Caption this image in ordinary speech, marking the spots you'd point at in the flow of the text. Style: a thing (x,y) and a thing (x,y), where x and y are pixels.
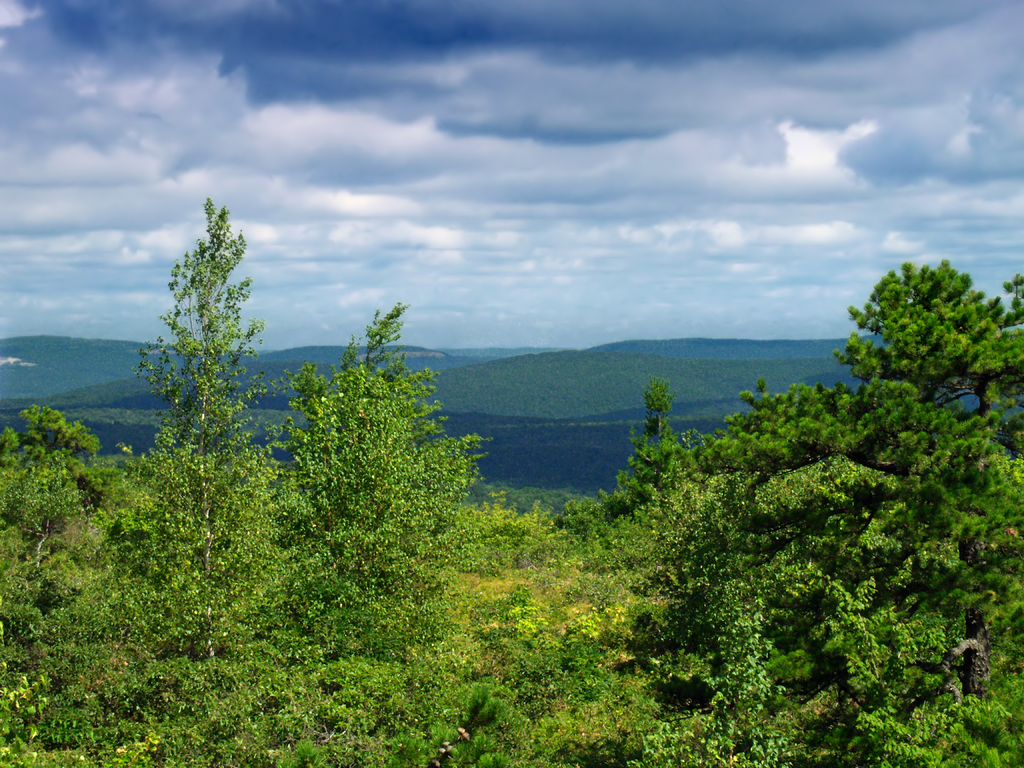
In the image there is a beautiful scenery with a lot of trees (334,483), plants (52,747) and mountains (458,389).
